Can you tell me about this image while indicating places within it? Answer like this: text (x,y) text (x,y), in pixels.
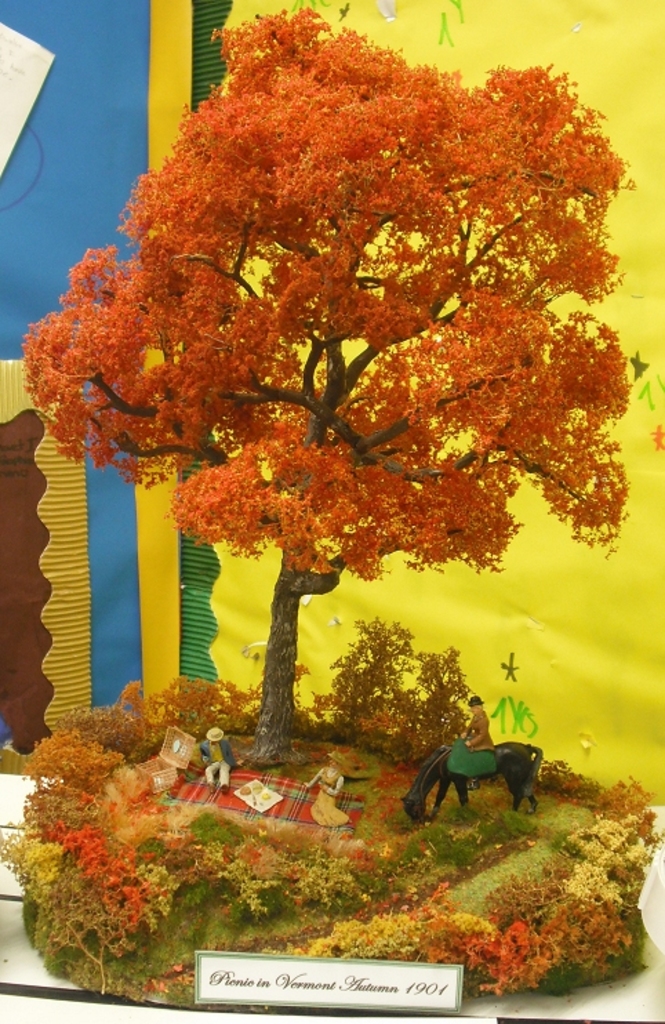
In this image, we can see a miniature (397,799) of tree (406,501), plants (401,871), people (481,766), animal (507,763) and few objects (355,809). At the bottom (428,995), we can see a name board (335,990). Background we can see few objects (639,296).
